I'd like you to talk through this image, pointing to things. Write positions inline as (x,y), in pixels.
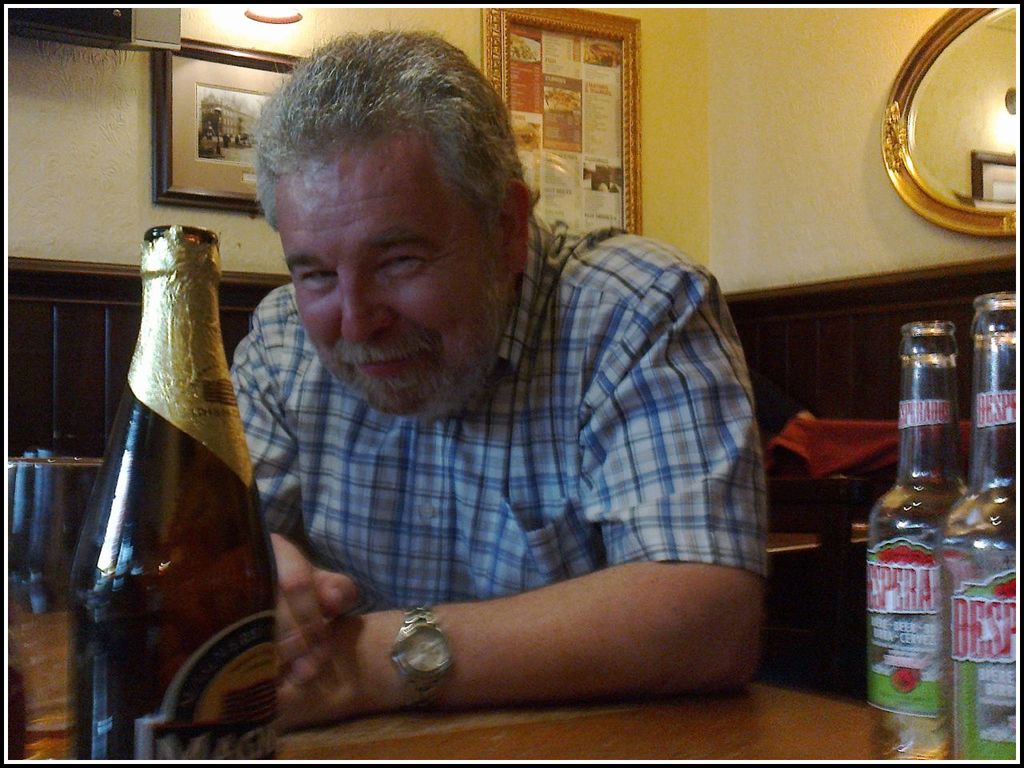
This picture is clicked inside the room. Here, the man (700,640) in white and blue checks (580,470) is wearing watch (428,619) and he is smiling. In front of him, we see a table (471,745) on which beer bottle (194,617) is placed. Behind him, we find a wall (768,226) on which photo frames (556,50) are placed and beside that on the right top of the picture (963,99), we see mirror (981,144).
